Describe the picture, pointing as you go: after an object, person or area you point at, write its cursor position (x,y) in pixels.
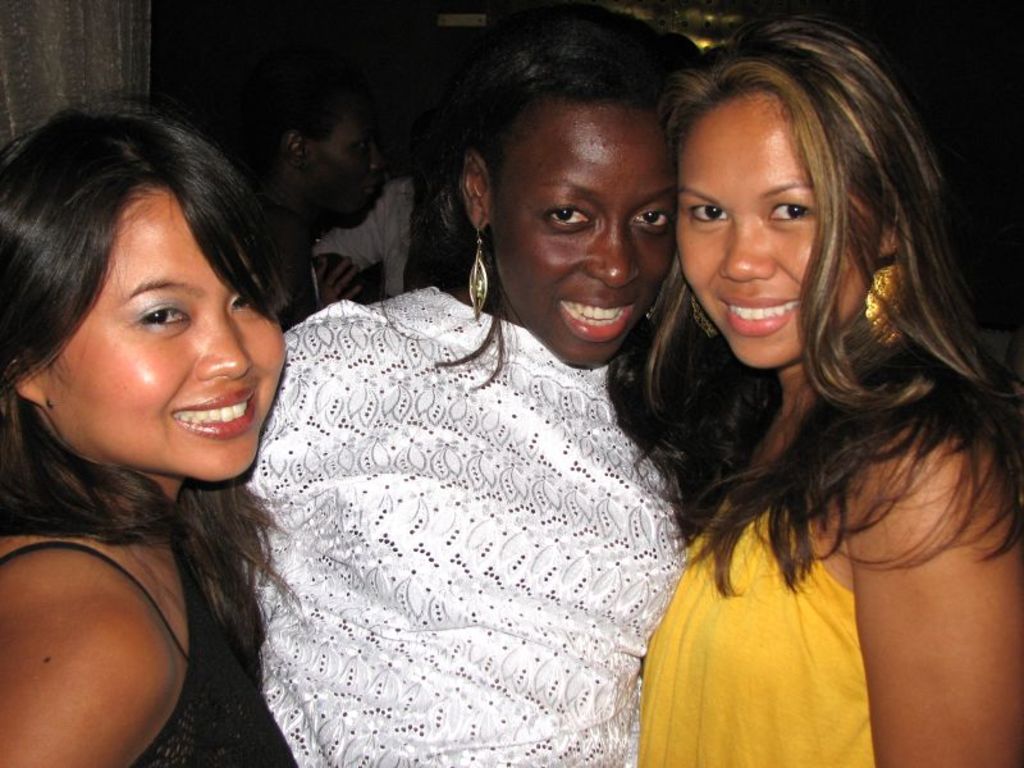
In the center of the image (384,466) we can see three persons (469,466) are standing and they are smiling and they are in different costumes (615,506). In the background (357,268), we can see a few people (345,214) and a few other objects (106,46).
